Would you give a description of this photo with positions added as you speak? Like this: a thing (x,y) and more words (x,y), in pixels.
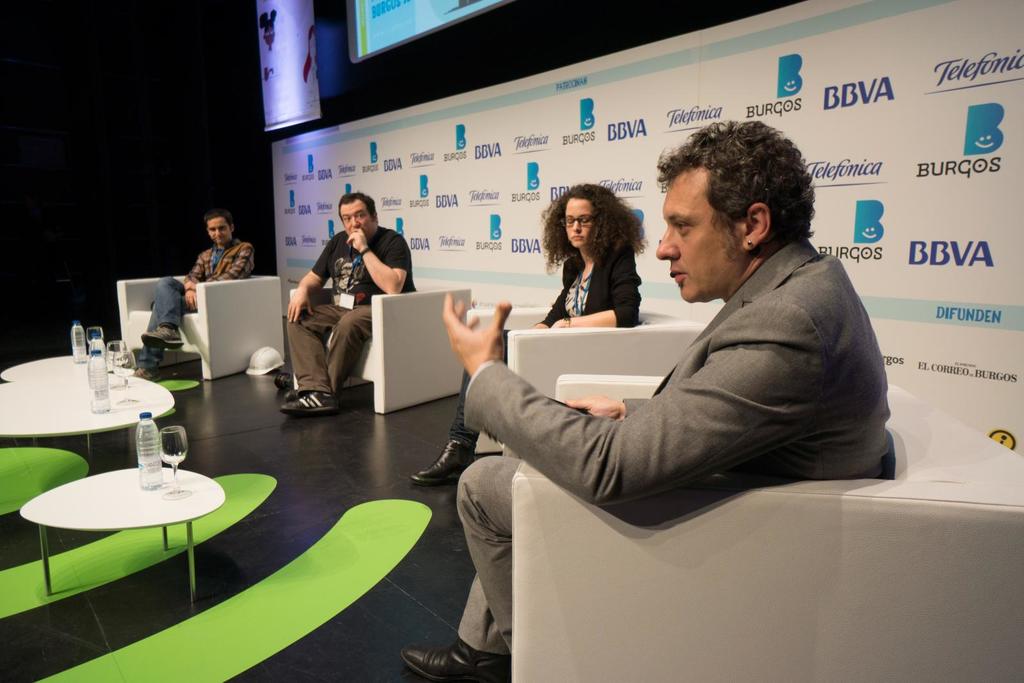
As we can see in the image there is screen (418,9), banner (683,103), few people (231,274) sitting on sofas (414,319) and there are tables (110,501). On tables (63,410) there are glasses (177,463) and bottles (154,425).
